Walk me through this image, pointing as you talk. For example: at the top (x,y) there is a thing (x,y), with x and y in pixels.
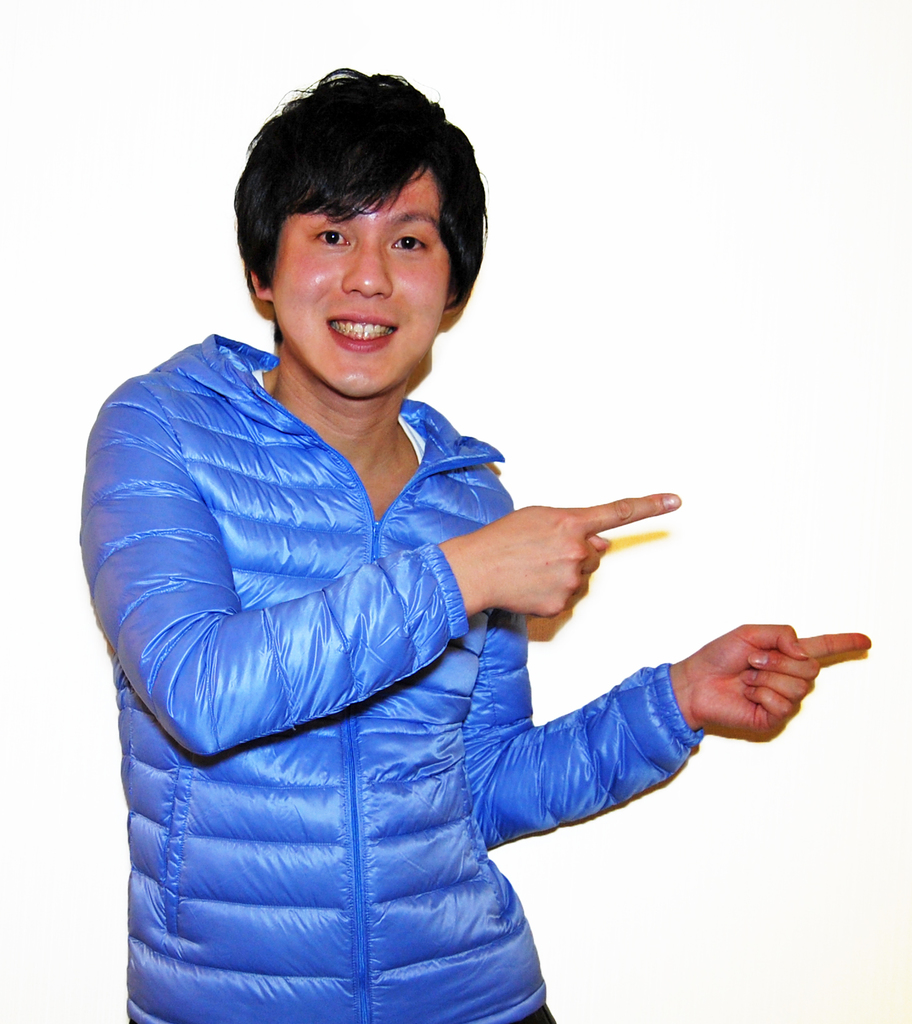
In this image we can see a person (137,682). The background of the image (87,338) is white.
